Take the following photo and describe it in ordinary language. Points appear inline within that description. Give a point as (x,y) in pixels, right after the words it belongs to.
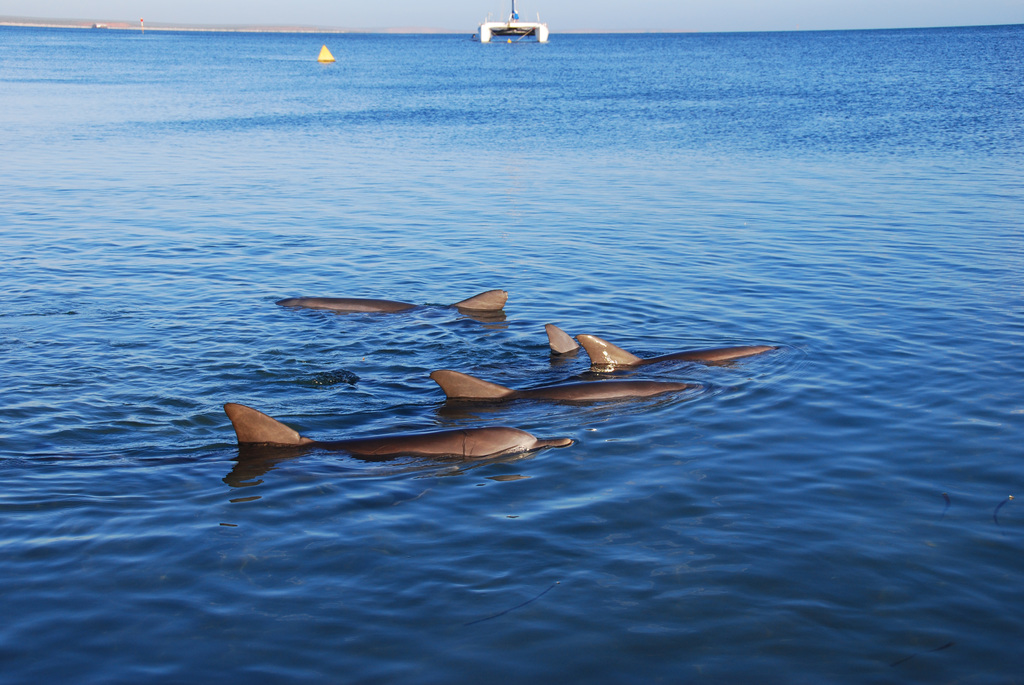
In the image we can see there are dolphins (477,390) in the water (408,369). Here we can see the sea (335,194) and an object (513,33) in the water (498,39) and the sky (223,9).
